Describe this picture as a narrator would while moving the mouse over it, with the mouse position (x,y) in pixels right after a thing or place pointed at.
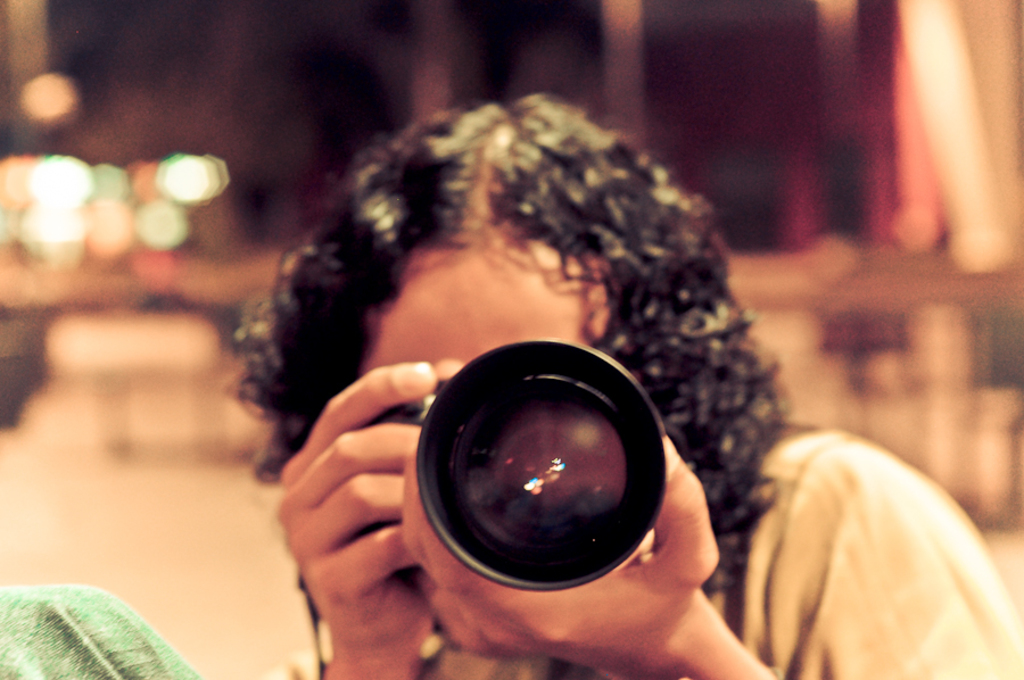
In this picture we can see person (329,560) holding camera (489,495) in hands (482,644) and in background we can see lights (195,195) and it is blurry.
